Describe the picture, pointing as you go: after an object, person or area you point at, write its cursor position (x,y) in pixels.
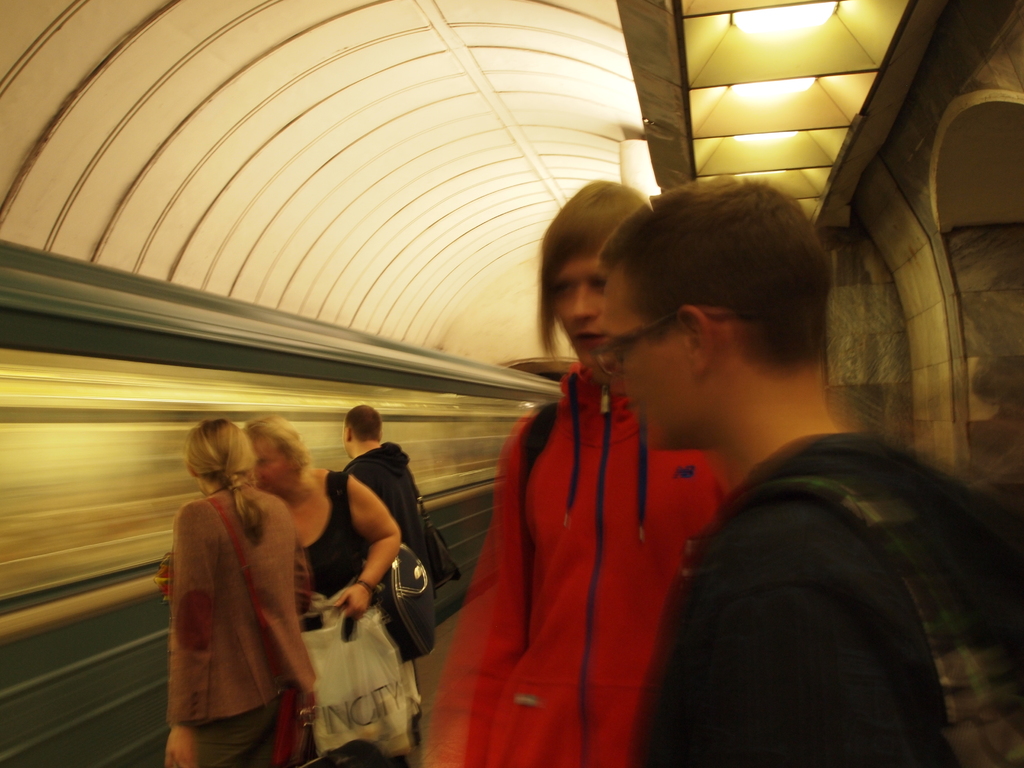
In this image we can see some group of persons (405,516) standing on platform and there is a train (144,461) which is moving and top of the image (421,133) there is roof (439,156) and some lights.
